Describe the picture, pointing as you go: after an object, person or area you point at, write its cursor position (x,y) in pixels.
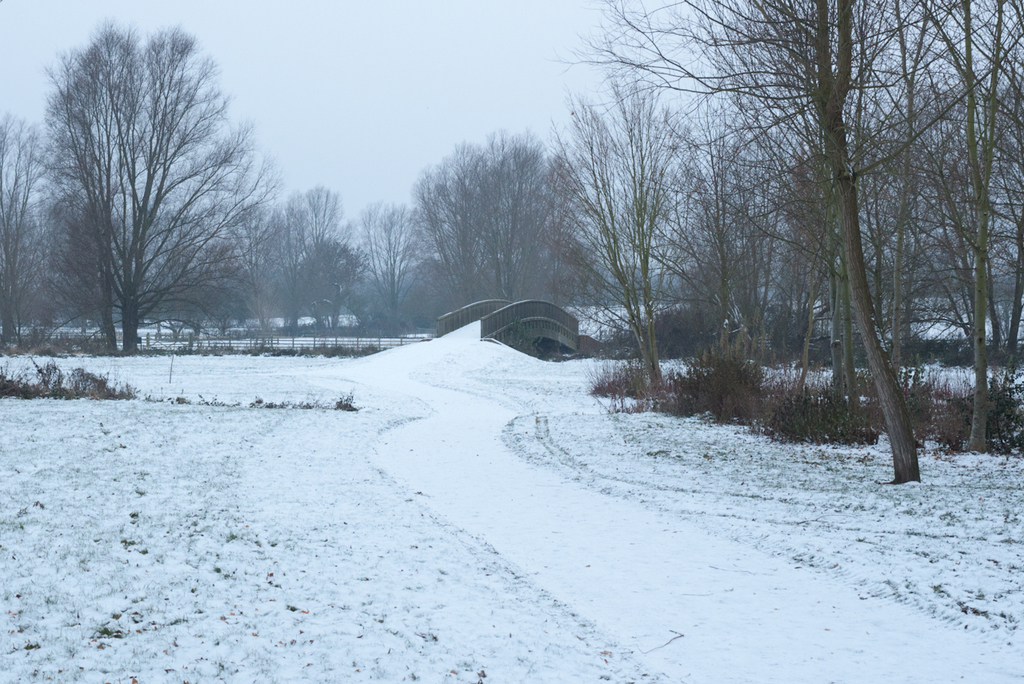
In this image I can see at the bottom (560,527) there is the snow (491,401). In the middle (549,313) there is a bridge (505,340) and there are trees (700,273) in this image, at the top (423,46) it is the sky (420,33).
